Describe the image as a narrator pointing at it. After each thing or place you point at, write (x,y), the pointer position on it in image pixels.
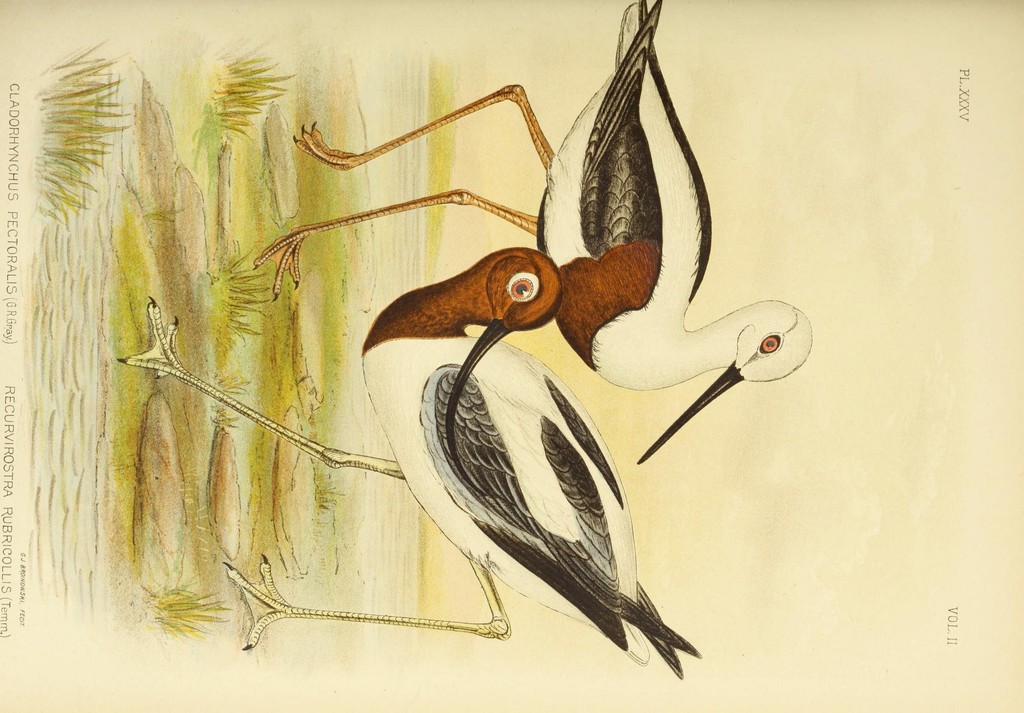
Here we can see a painting (594,381) of two birds (514,395) standing on the grass (270,371) and on the left (22,211) we can see a text (7,198) written on the paper (810,66).
